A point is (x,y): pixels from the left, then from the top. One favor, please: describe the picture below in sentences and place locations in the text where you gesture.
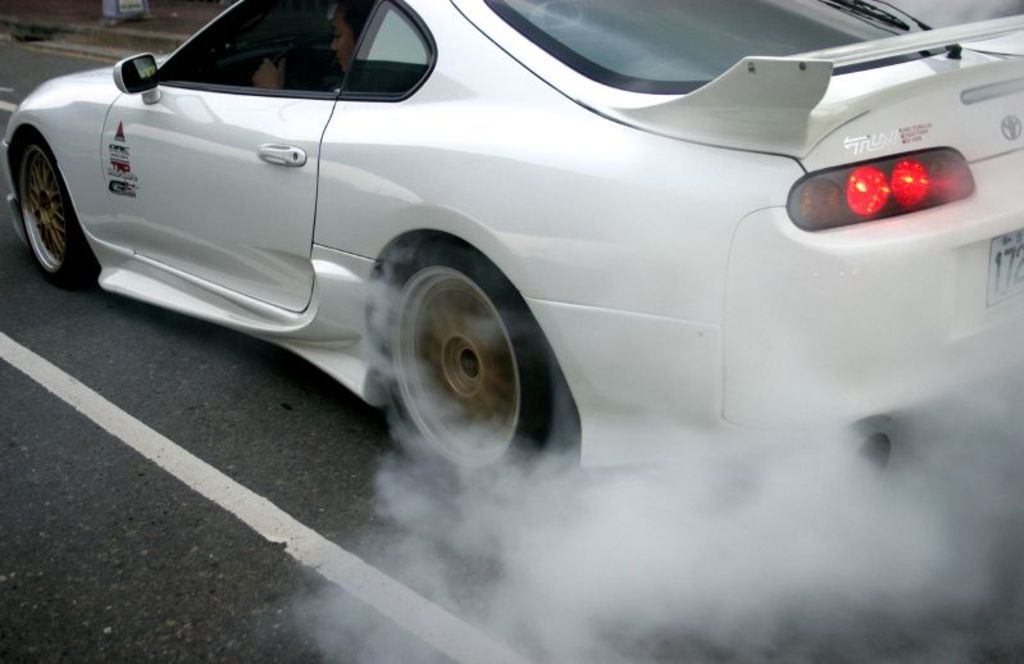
In this picture we can see a car (400,351) on the road (333,408), smoke (424,489) and in the background (123,1) we can see an object (112,11) on a footpath (90,5).
